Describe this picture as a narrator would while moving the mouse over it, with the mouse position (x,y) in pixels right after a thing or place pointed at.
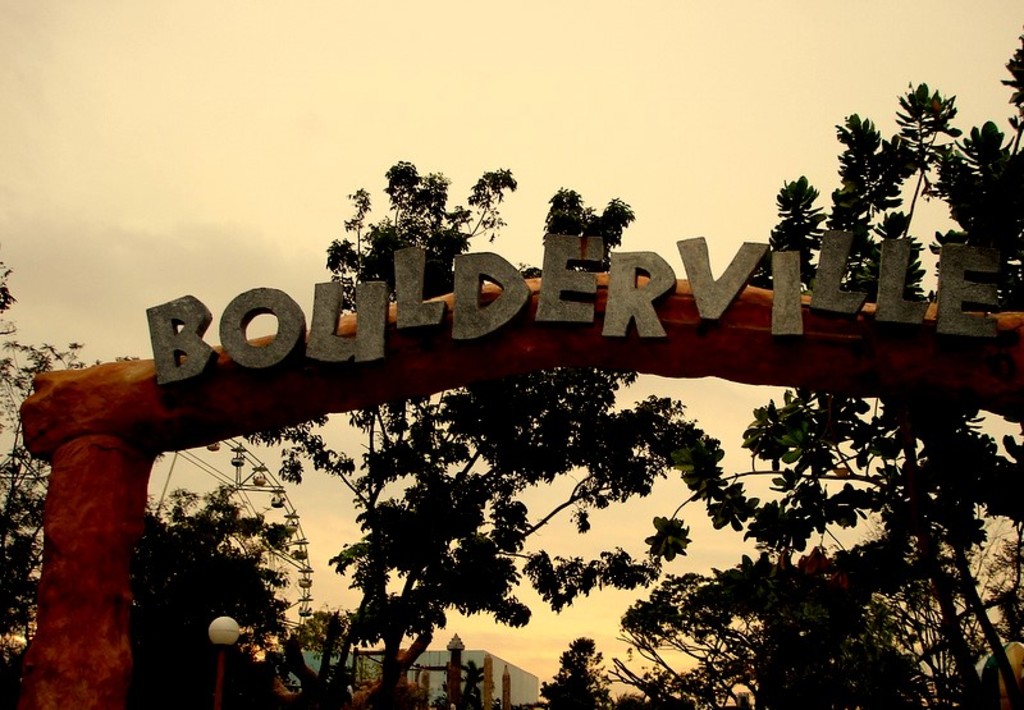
In the picture we can see an entrance (887,357) with the wooden branches (279,364) and a name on top of is boulder ville, in the background (838,661), we can see trees (852,661) and a lamp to the pole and we can also see a building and a sky (830,146).
